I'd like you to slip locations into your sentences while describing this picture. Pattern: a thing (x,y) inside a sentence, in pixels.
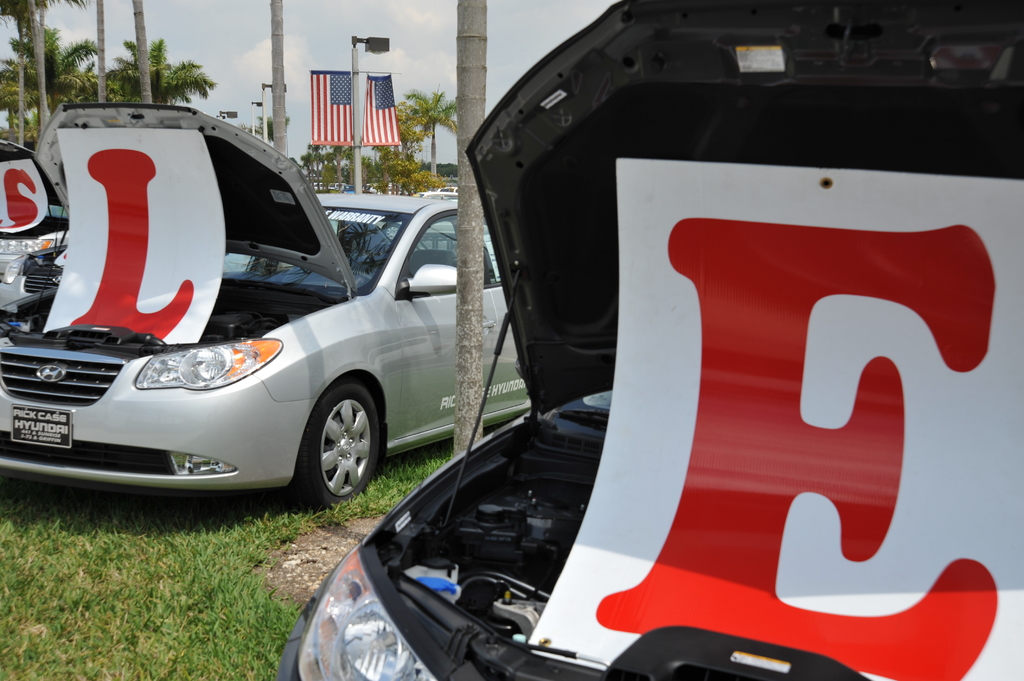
In this picture we can see cars (242,453) on the grass (171,596), letter boards (831,450), flags (331,139), trees (28,129), light poles (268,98) and some objects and in the background (182,42) we can see the sky (496,44).
